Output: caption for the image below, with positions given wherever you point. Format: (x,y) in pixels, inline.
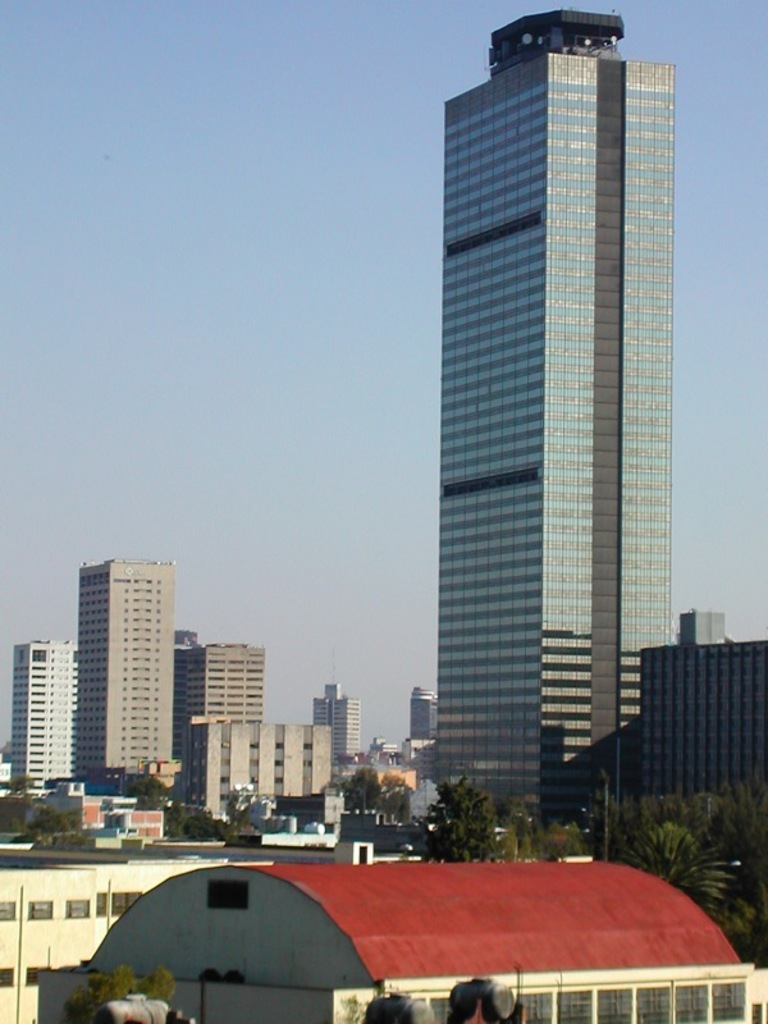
In this image we can see buildings (561,732), trees (734,840) and poles (617,790). At the top of the image (223,273), we can see the sky (342,229).
